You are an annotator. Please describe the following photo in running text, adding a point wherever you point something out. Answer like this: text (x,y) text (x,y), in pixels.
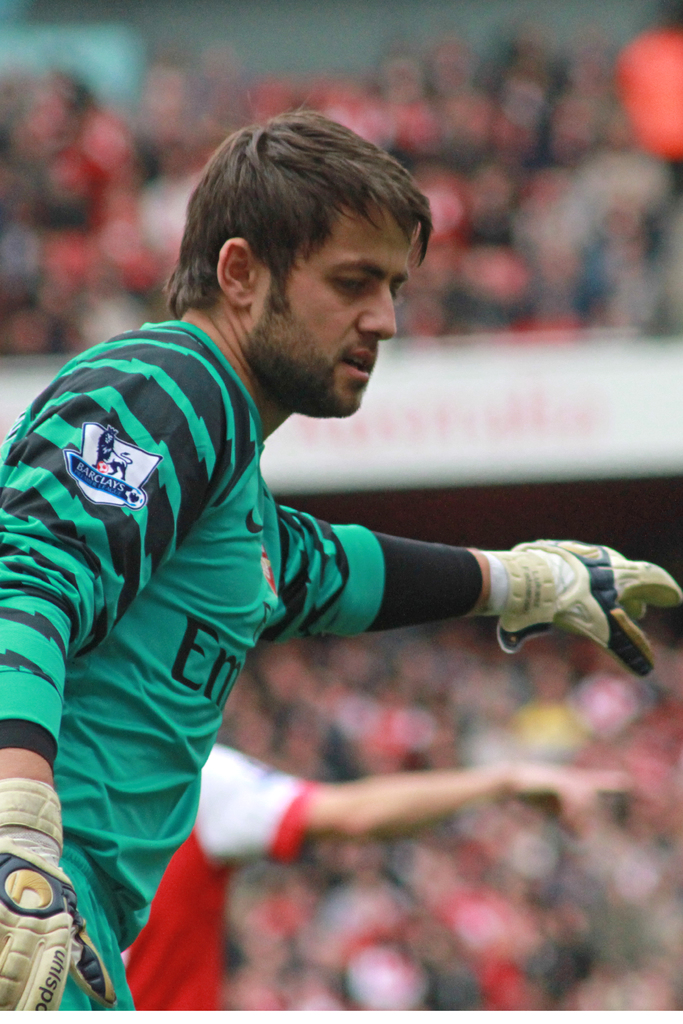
In this picture I can see a man (261,625) on the left side (214,700). He is wearing a t-shirt (133,691), behind him there is another person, in the background (614,154) there is the blur.
